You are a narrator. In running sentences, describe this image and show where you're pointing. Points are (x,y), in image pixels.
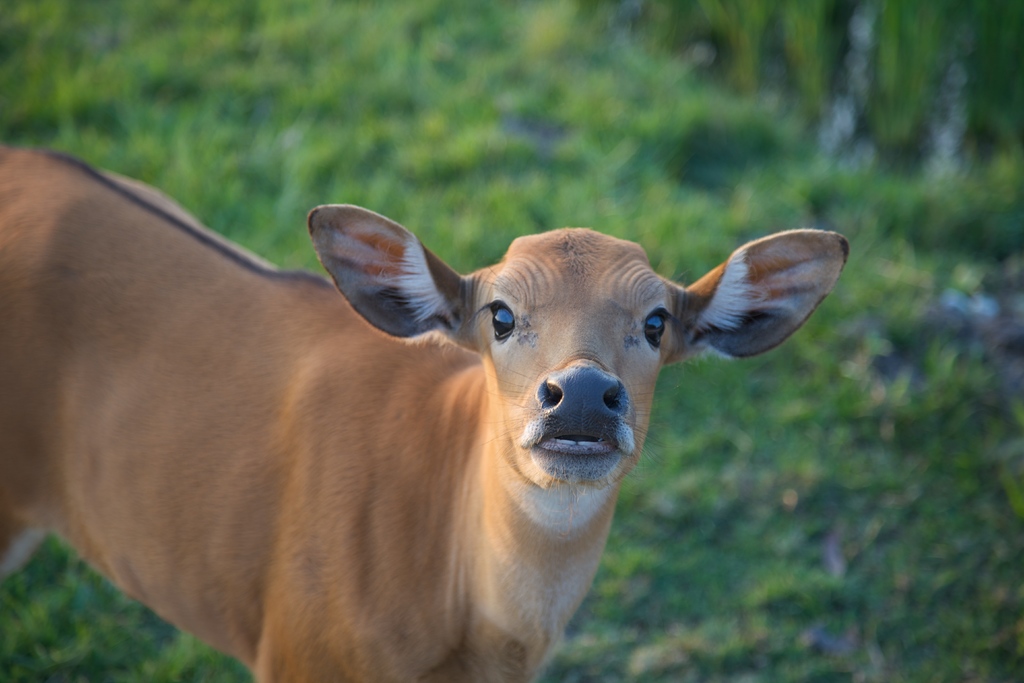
In the center of the image (504,398) we can see cow (512,433). In the background (210,148) there is grass (916,185).
